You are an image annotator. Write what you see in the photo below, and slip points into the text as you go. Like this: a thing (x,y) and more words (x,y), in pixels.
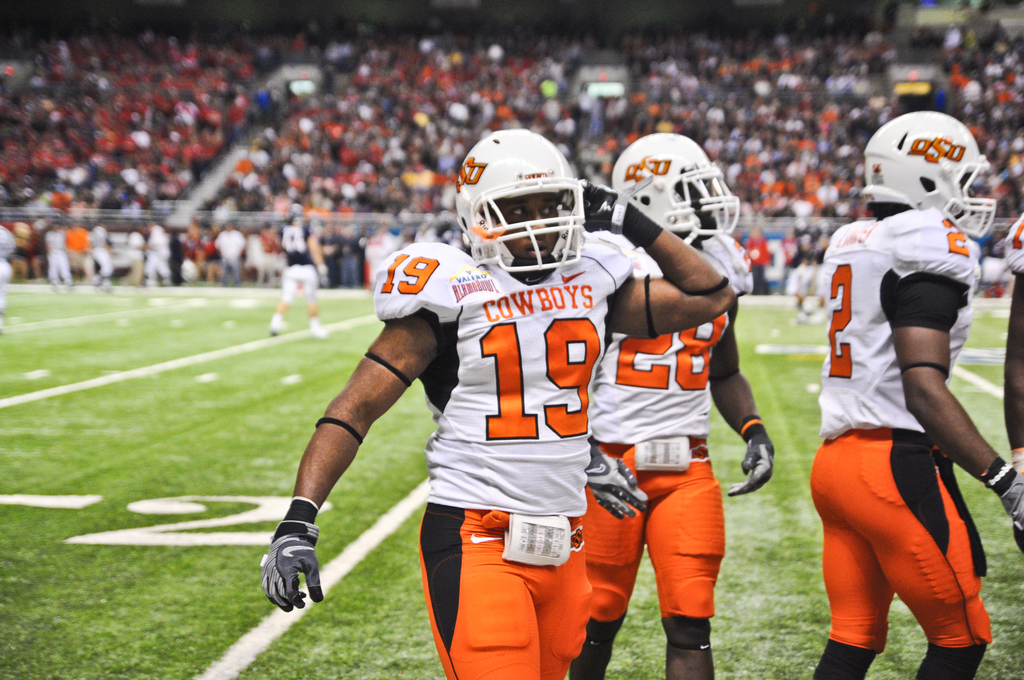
This image consists of four persons (476,279) playing a game. At the bottom (381,600), there is green grass (285,450). It looks like a stadium (437,94). In the background (153,94), we can see a huge crowd (363,166).
